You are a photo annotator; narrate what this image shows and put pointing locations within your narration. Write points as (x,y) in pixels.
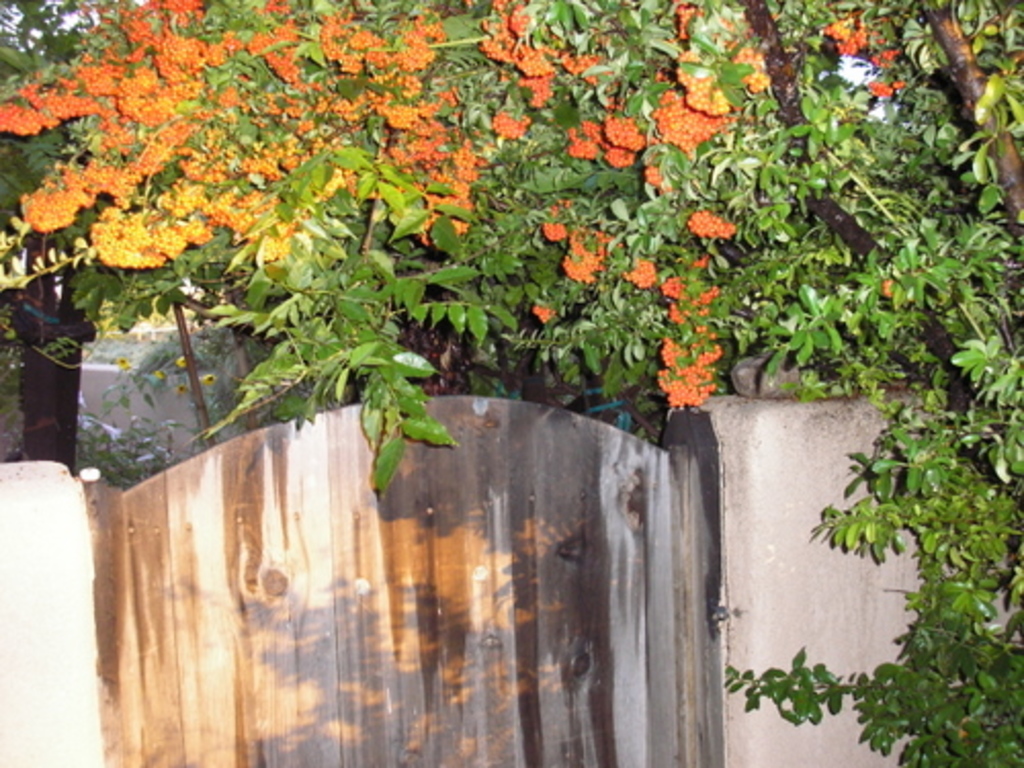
In this image I can see trees (699,213) and on the tree (413,66) I can see flowers (218,174) and I can see a gate (335,606) at the bottom (145,643) and I can see the wall (760,480). And the gate (471,583) is attached to the wall (816,574).
